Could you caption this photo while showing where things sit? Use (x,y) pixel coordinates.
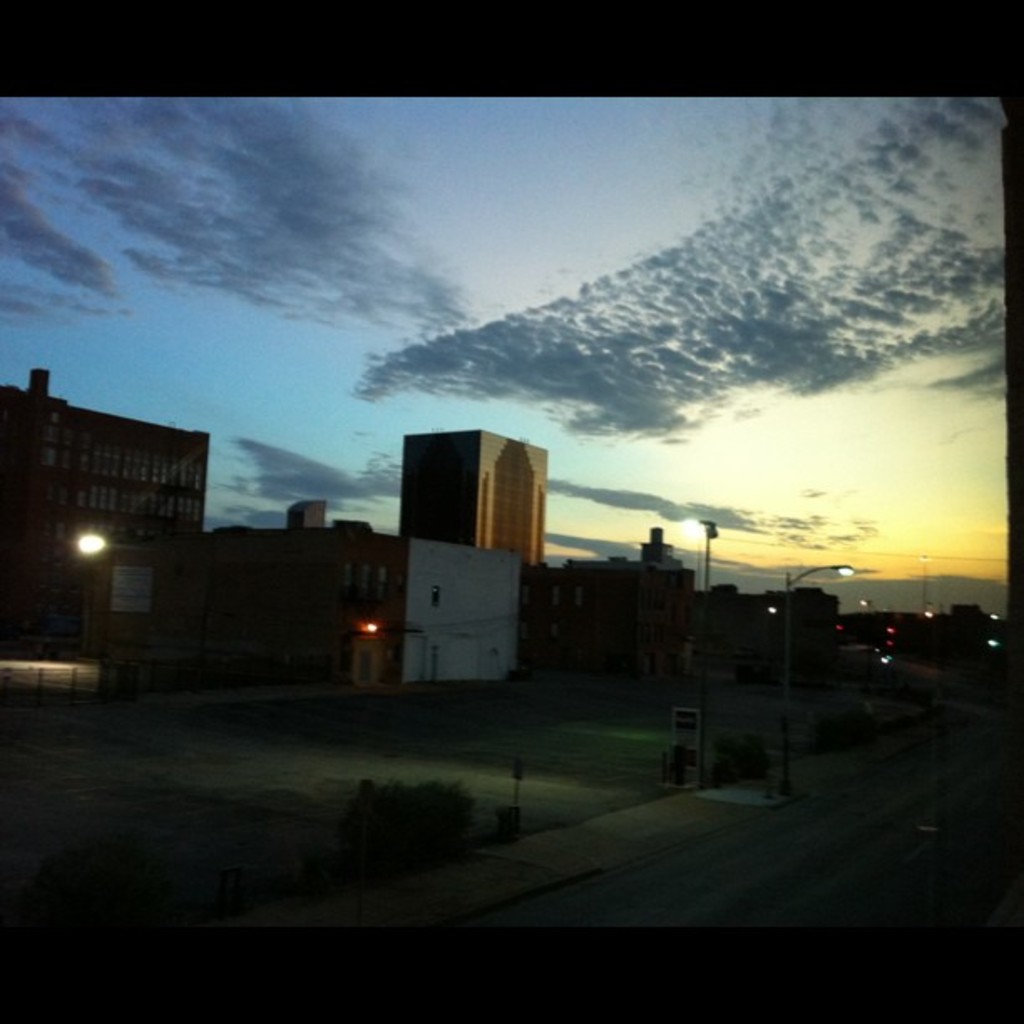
These are the buildings (409,568). I can see the street lights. I think these are the bushes (738,761). This looks like a road (897,818). I can see the clouds (872,301) in the sky (887,412).
